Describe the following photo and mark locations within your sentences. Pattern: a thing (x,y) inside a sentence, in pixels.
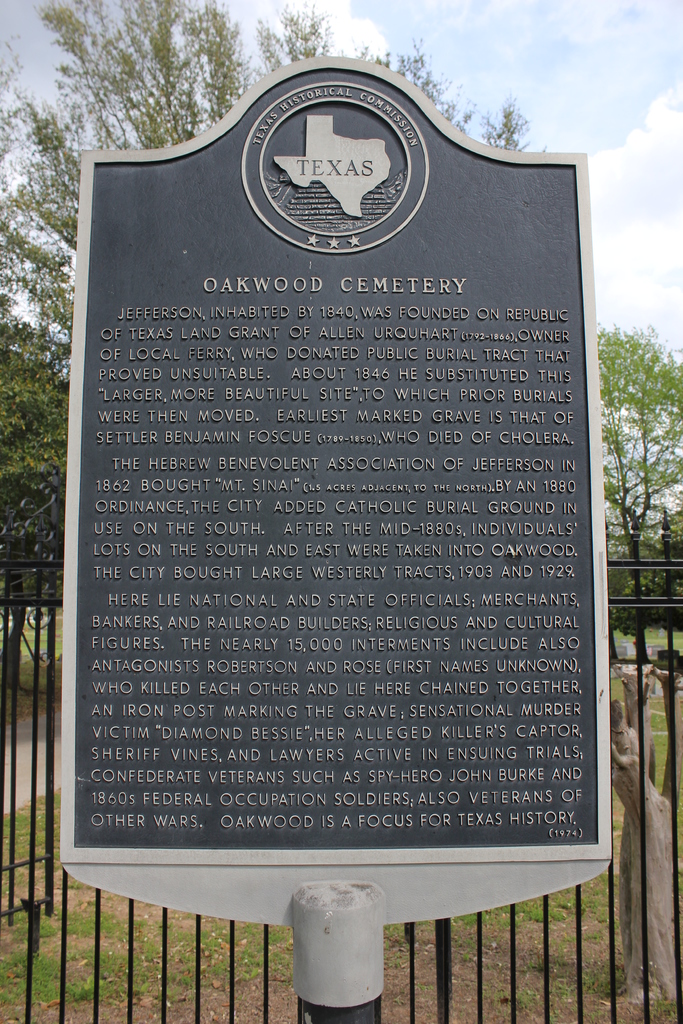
In this picture, there is a board (273,468) in the center (260,480). On the board (295,825), there is some text (271,546) and pictures (349,180) engraved on it. Behind it, there is a fence (676,892). In the background (20,344), there are trees (15,364) and sky (557,139).
